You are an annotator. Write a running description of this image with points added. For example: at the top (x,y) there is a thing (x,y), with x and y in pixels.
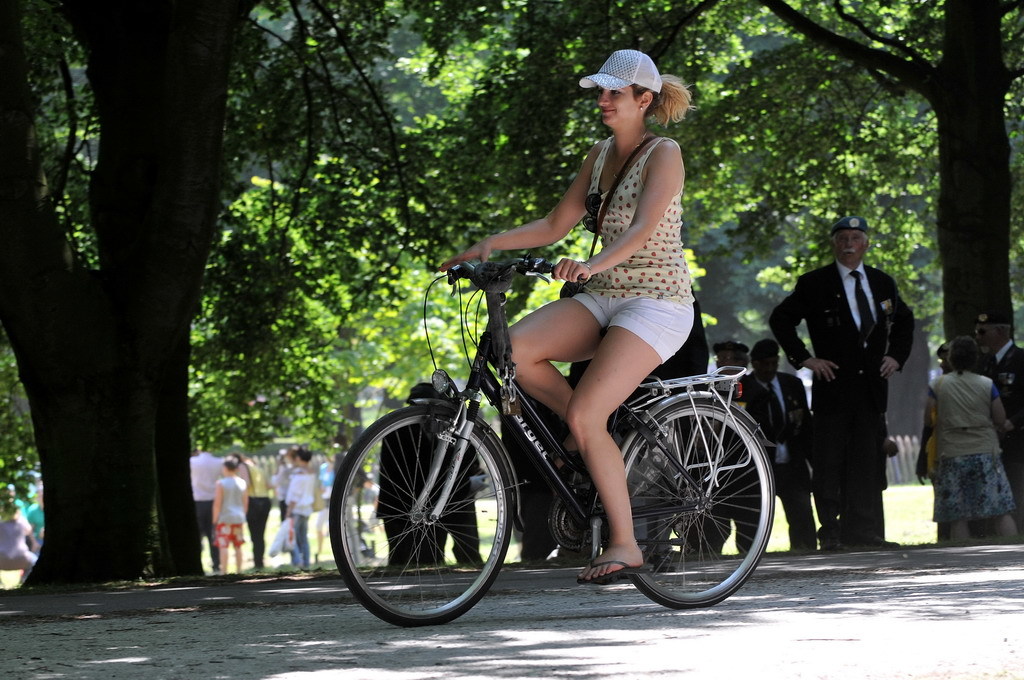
This girl (635,176) is riding his bicycle (657,503). She wore cap (641,61). This are trees (441,179). Far this persons (955,420) are standing. Far there is a fence (908,465) and grass (920,521).
